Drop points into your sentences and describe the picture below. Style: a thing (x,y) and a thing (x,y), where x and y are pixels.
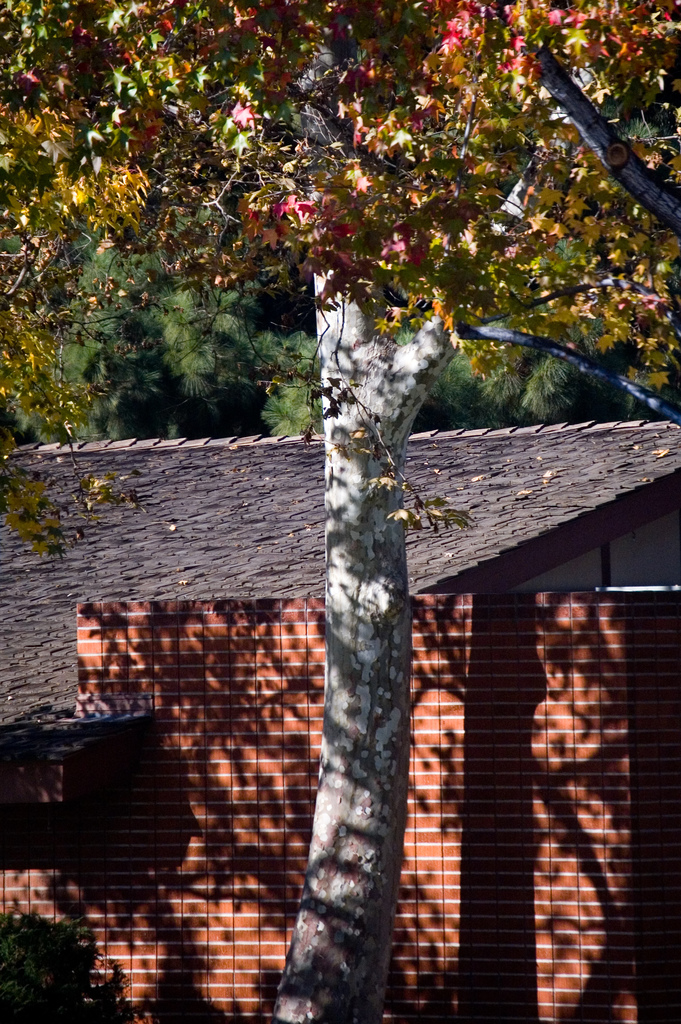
In the center of the image (248,487) there is a shed (139,822) and In the background (123,417) there are trees (297,272).
